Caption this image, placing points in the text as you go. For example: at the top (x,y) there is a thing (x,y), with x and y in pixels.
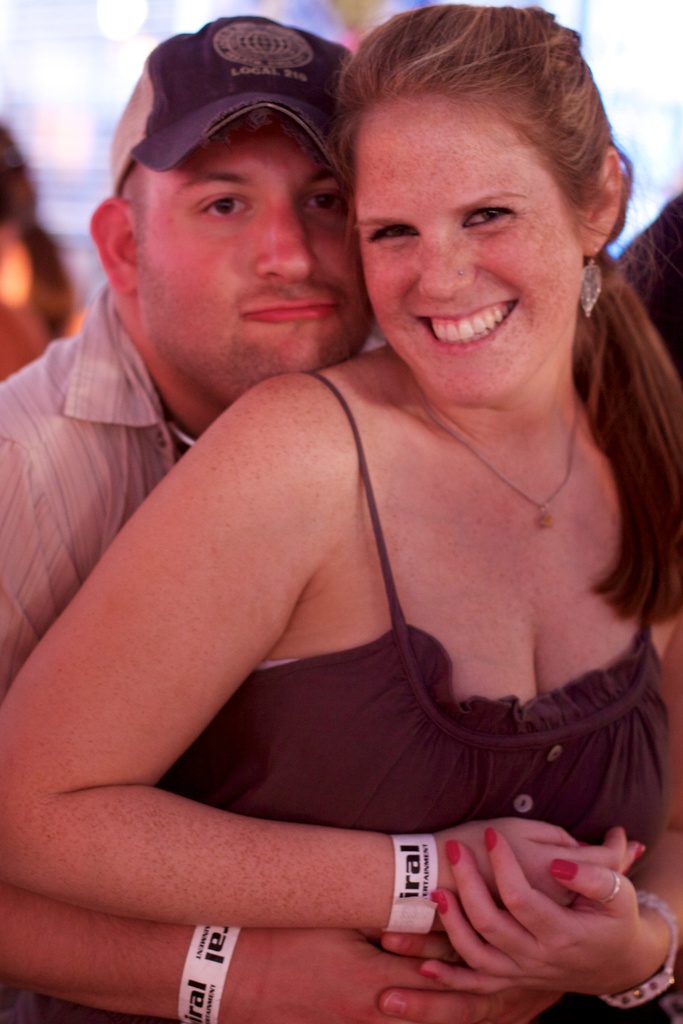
In this image we can see a man (143,992) is hugging a woman (84,593) with his hands (200,964). In the background (7,246) the image is blurry and not clear to describe.
